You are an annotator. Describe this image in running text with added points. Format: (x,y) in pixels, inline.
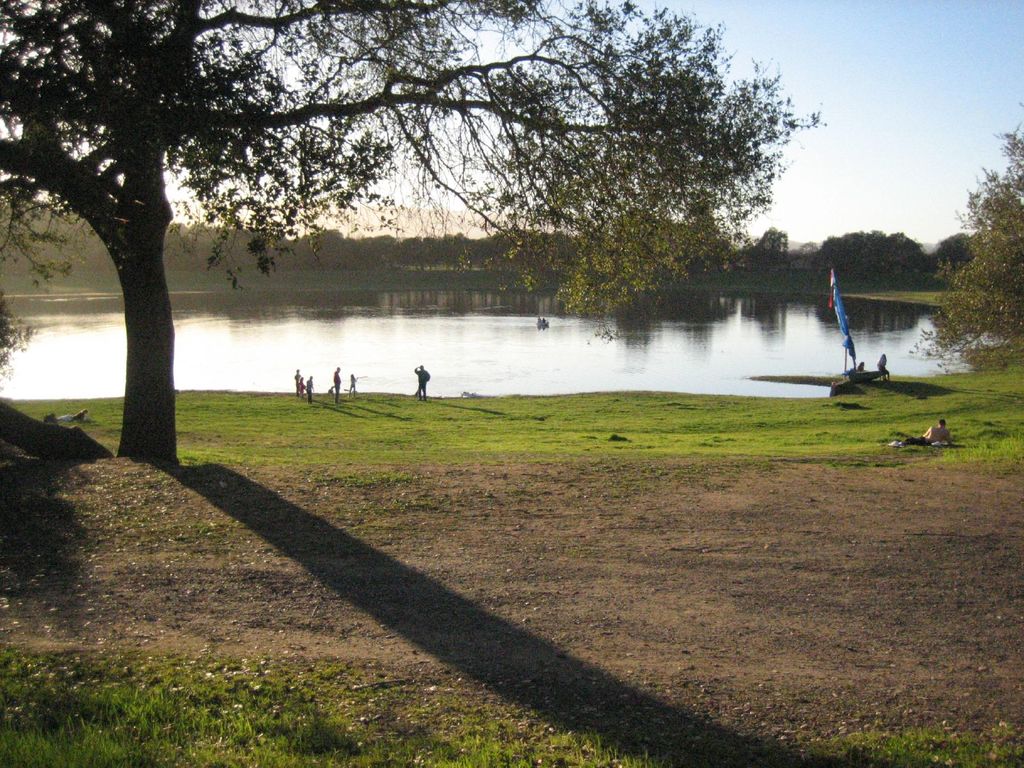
In the image there is a tree (170,311) and around the tree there is a lot of grass (916,403) and a person (942,434) is lying on the grass (269,425), in front of that there is a pond (380,306) and some people (427,375) are standing in front of the pond (751,330), in the right side (841,320) there is a flag (835,302). Behind the pond (439,367) in the background (561,254) there are plenty of trees (735,262).
